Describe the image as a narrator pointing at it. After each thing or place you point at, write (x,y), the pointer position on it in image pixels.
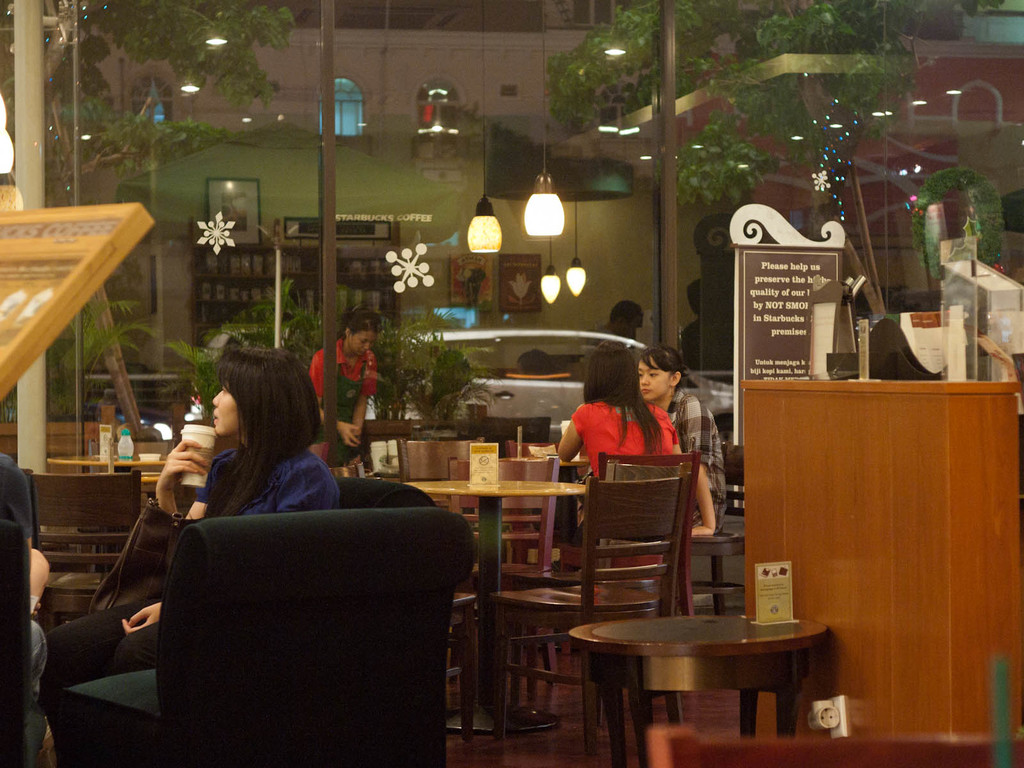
This picture is clicked in a restaurant (339,455). We see many dining tables (518,482) and chairs (645,571) in this restaurant (602,696). On the left corner of the picture (279,496), woman (290,503) in blue t-shirt (294,489) is holding a coffee cup (209,464) in her hand (170,474) and she is sitting on sofa (268,654) and on the right corner of the picture (874,436), we see a brown table (811,452) on which brown board (809,299) with white text (785,321) is written on it. Behind that, we see a glass window (636,99) from which we see a car (529,372) which is moving on the road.
